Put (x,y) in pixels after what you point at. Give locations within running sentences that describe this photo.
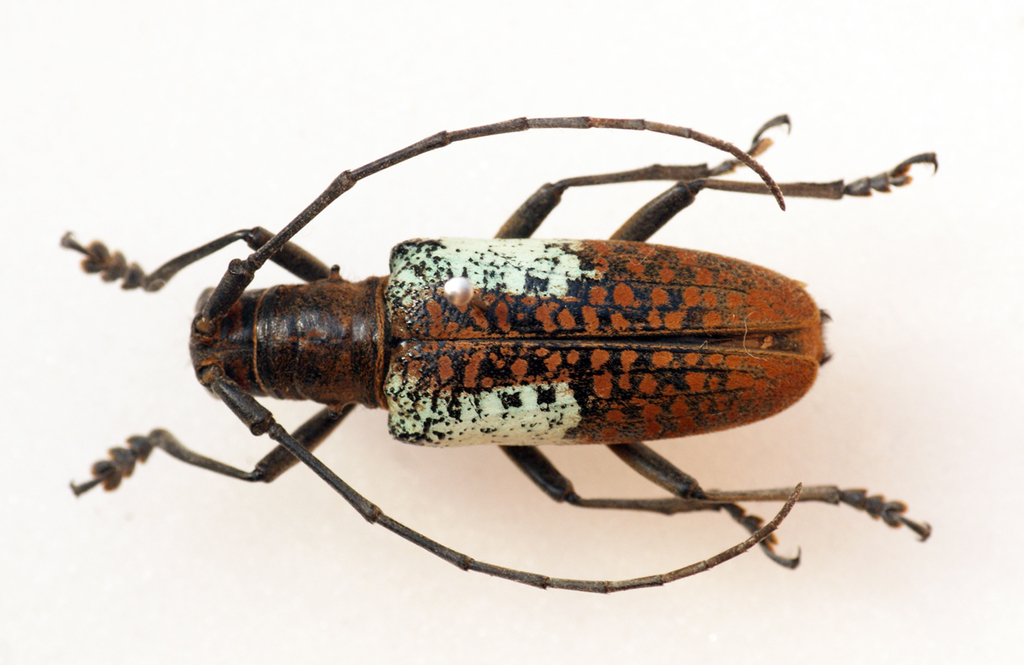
It is a close-up picture of longhorn beetle (528,328) present on the white surface (319,596).
